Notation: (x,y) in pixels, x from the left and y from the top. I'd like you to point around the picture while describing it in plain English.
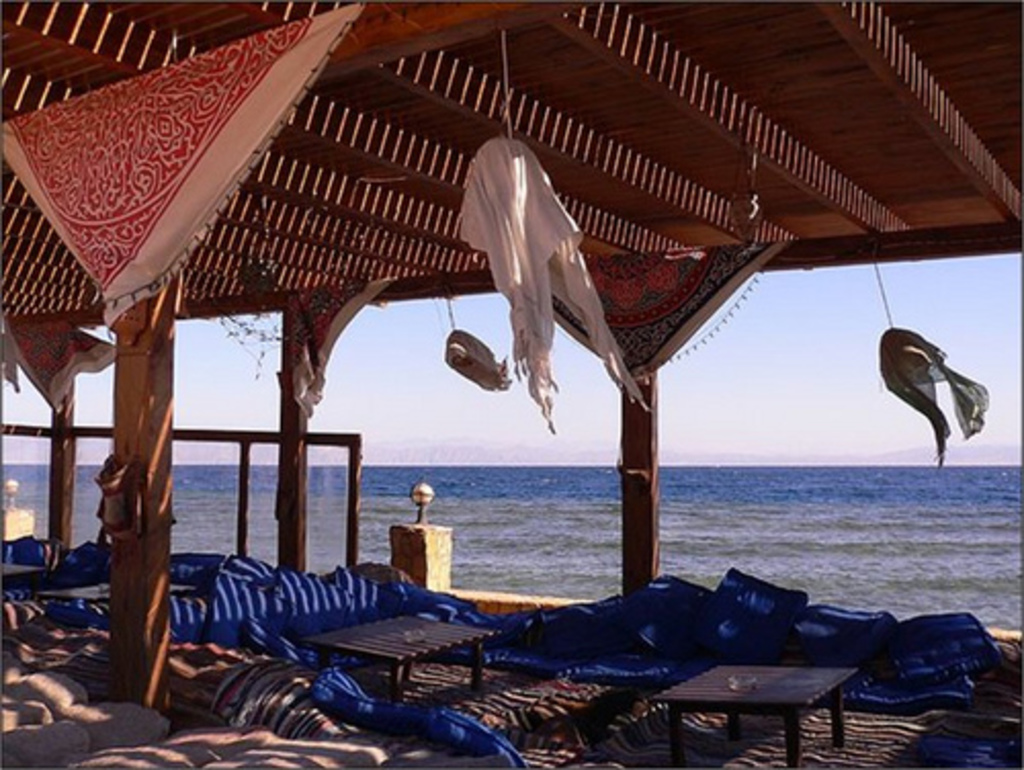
In this image I can see the tables (414,633) and the blue color objects (295,661). I can see few clothes (31,164) are hanged. In the background (617,513) I can see the water (584,513) and the sky (740,296).
